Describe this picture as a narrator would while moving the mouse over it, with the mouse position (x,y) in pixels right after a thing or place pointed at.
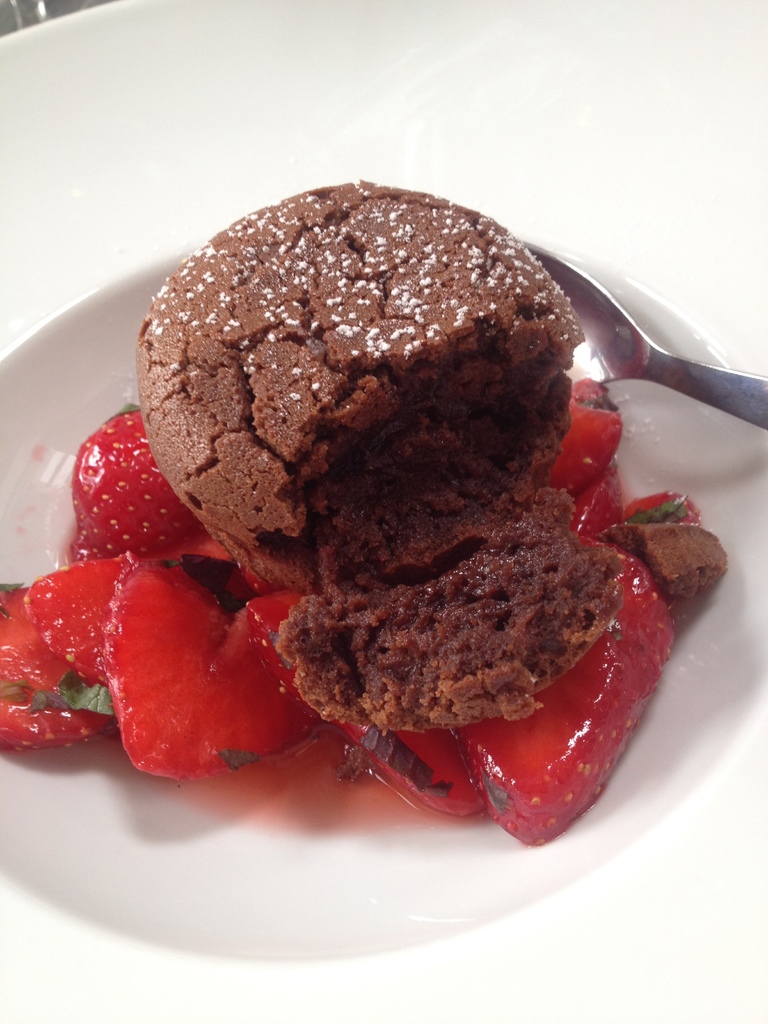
This is a bowl (409,962), which contains strawberries (200,646) and a cake (451,444). I think this is a spoon (623,350). This bowl (692,317) looks white in color.
